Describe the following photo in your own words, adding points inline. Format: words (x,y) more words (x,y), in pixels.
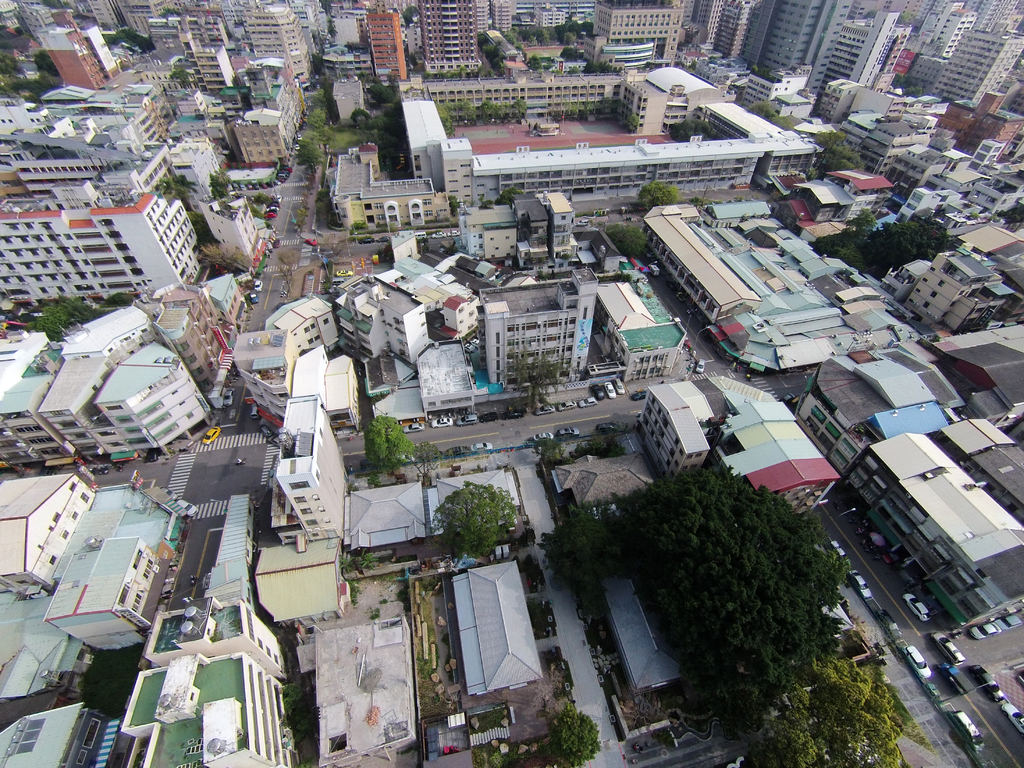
In this image I can see at the bottom (682,601) there are trees (402,441), in the middle (374,326) there are buildings (695,288) and there are few vehicles (595,392) on the road (261,464).
